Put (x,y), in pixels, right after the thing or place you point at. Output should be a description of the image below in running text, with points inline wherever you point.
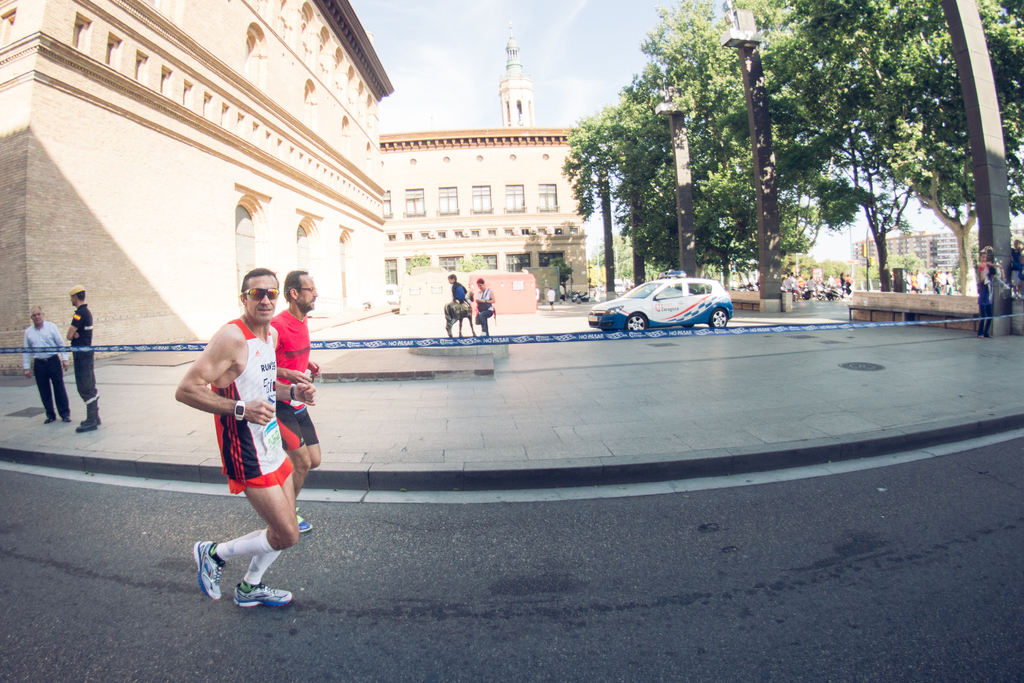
In this image I can see two persons (228,457) jogging on the road (179,583). I can see a car (717,303). On the left side (54,411) I can see two persons (52,331) standing. In the background (854,279) I can see few people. I can see few trees (787,215). I can see a building (371,294). At the top (594,48) I can see the sky (483,81).
